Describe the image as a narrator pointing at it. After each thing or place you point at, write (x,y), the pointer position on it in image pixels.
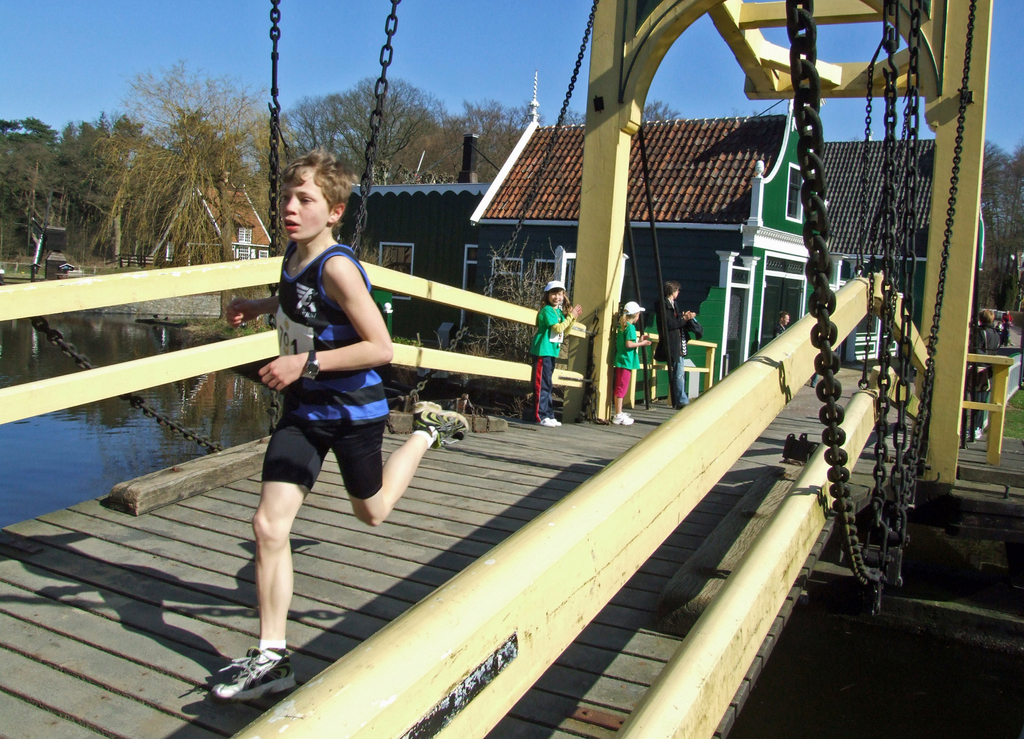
In the picture we can see a wooden bridge (554,707) with railings (756,588) to it and on the bridge (968,251) we can see two boys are standing near the railing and clapping their hands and besides them we can see some houses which are green in color and behind it we can see trees (10,248) and the sky (455,4).
